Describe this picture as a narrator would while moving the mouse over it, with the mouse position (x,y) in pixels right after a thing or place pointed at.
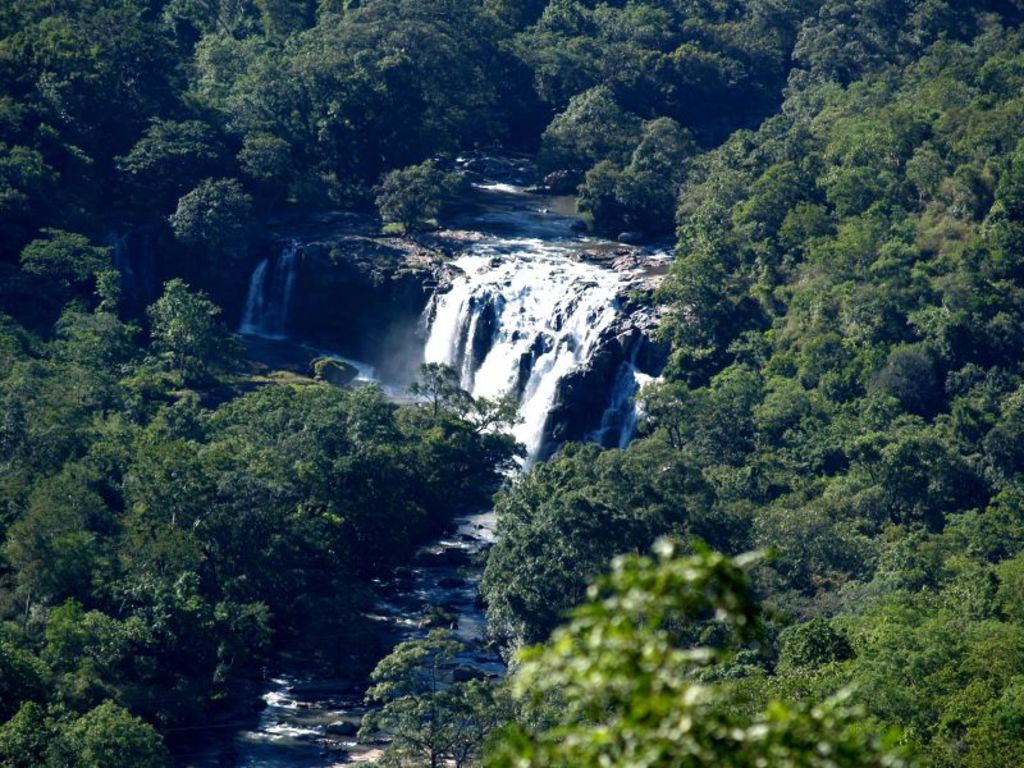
In the center of the image (552,390) we can see a waterfall (547,378). In the background (80,404) there are trees (302,416).
